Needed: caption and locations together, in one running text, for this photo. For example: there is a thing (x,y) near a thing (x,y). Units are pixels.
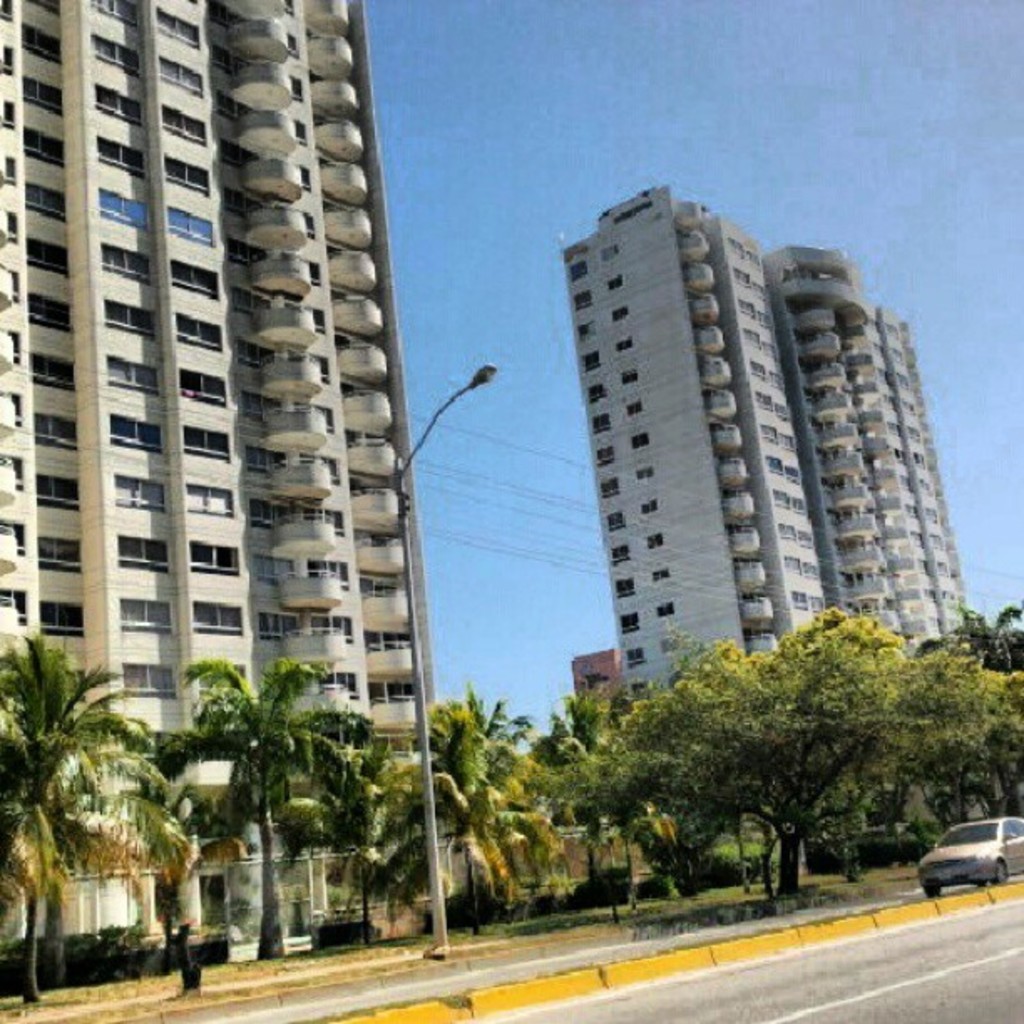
In this picture I can observe some buildings (629,647). There are trees (598,756) in front of these buildings (610,463). I can observe a pole (431,834) in the middle of the picture (414,659) to which a light (472,382) was fixed. On the right side (997,843) there is a car (1008,853) on the road (819,913). In the background (563,203) there is a sky (619,114).
